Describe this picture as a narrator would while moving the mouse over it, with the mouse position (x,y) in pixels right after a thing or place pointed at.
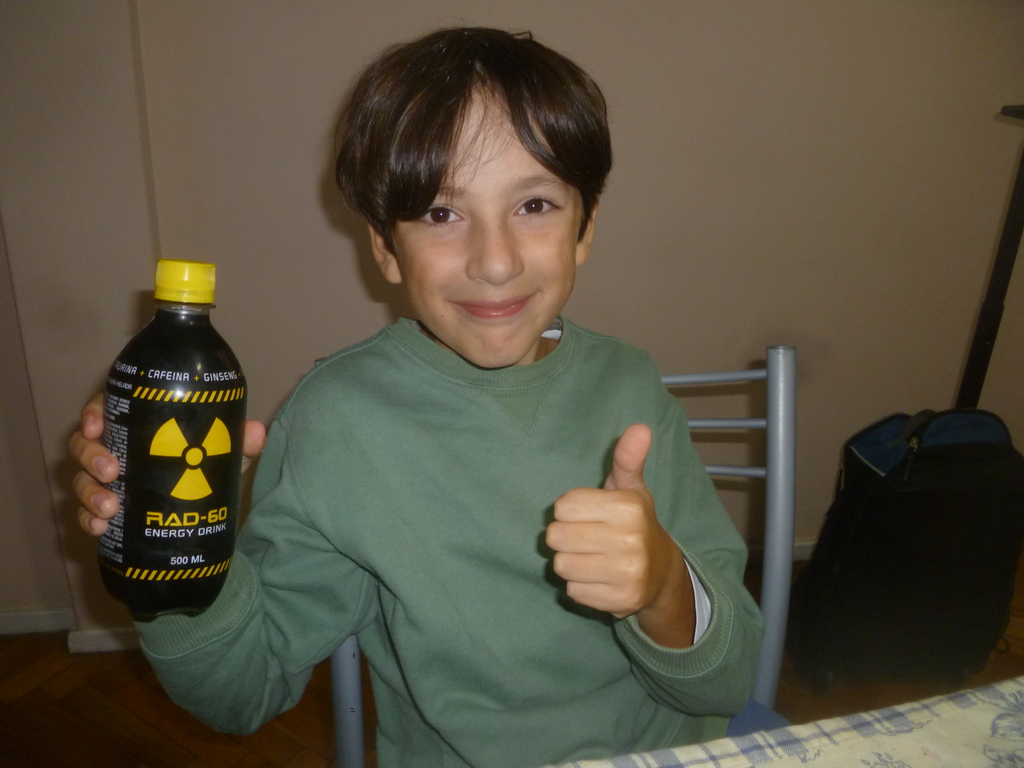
in the picture we can see a small boy (646,432) sitting in the chair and catching a bottle (165,479), there was a table (864,723) in front of him and here we can also see a bag (916,534) near to the wall (858,358).
